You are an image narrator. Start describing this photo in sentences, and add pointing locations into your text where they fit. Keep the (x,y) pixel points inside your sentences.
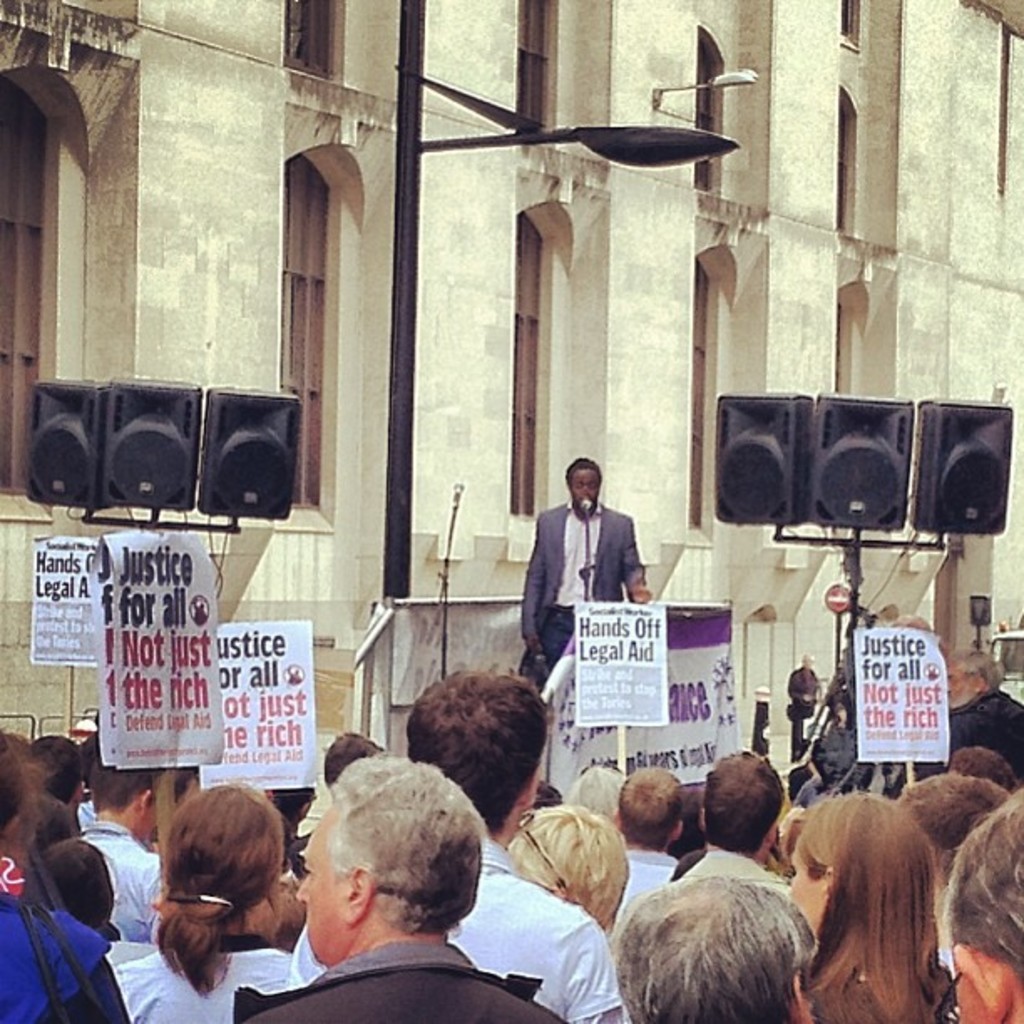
In this image we can see many people (644,875). In the background (586,390) there is a building (557,237), light pole (485,100), speakers (952,426) and also mike (452,535). We can also see a person (626,531) standing in front of the mike (586,530). Image also consists of text papers (230,681) attached to the rods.
